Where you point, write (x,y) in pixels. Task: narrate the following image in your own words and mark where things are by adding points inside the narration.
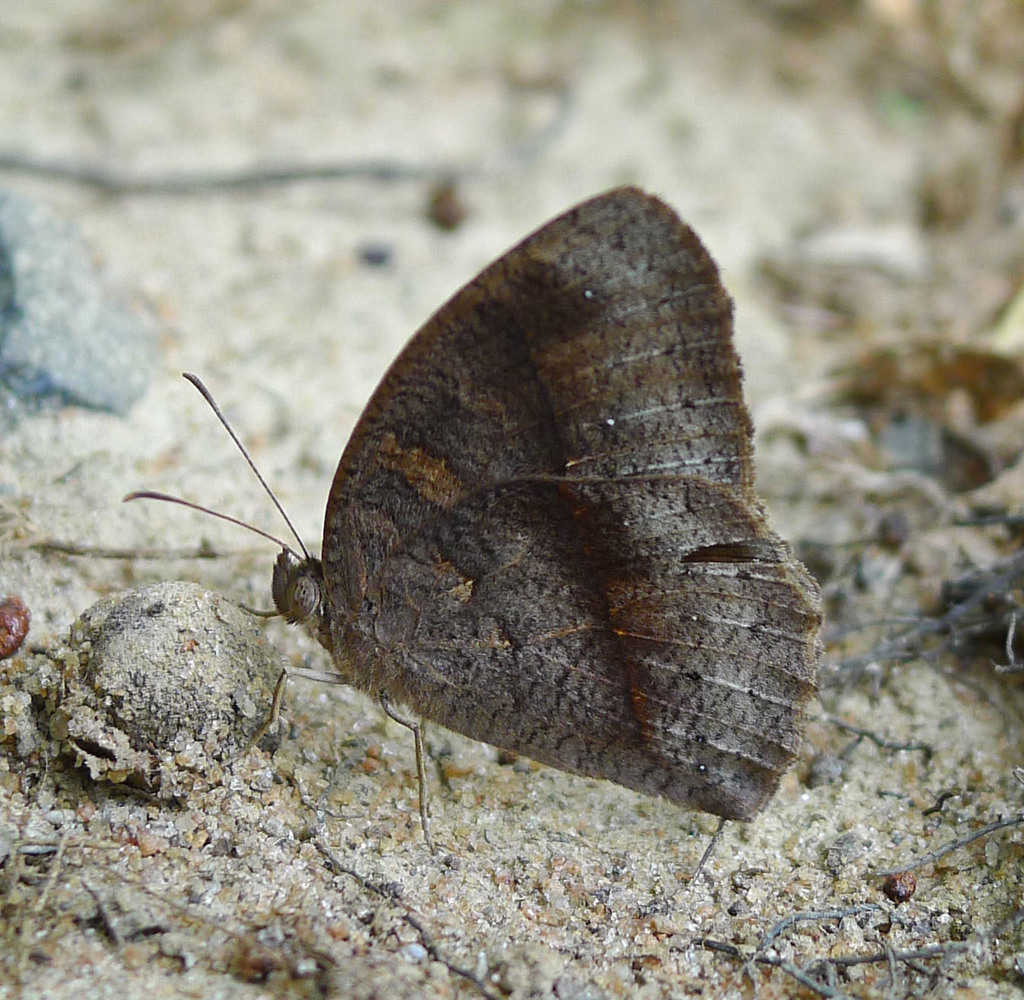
In this image we can see a butterfly (759,801) on the ground (235,790). There is a blur background (200,20).
